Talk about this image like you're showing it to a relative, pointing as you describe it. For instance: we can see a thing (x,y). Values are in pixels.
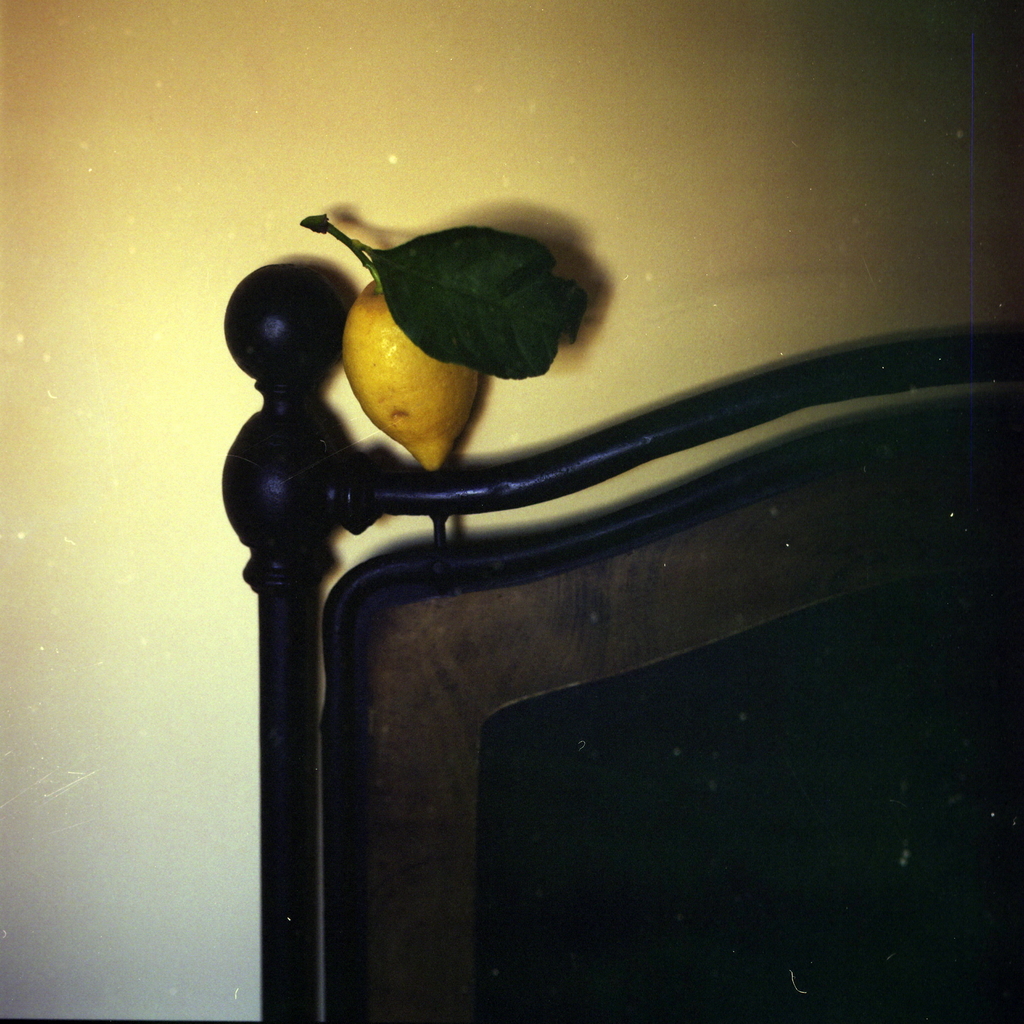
In this picture there is a wooden object (570,578) and there is a yellow color fruit (381,337) on the wooden object (332,487). At the back (188,336) it looks like a wall (360,174).
